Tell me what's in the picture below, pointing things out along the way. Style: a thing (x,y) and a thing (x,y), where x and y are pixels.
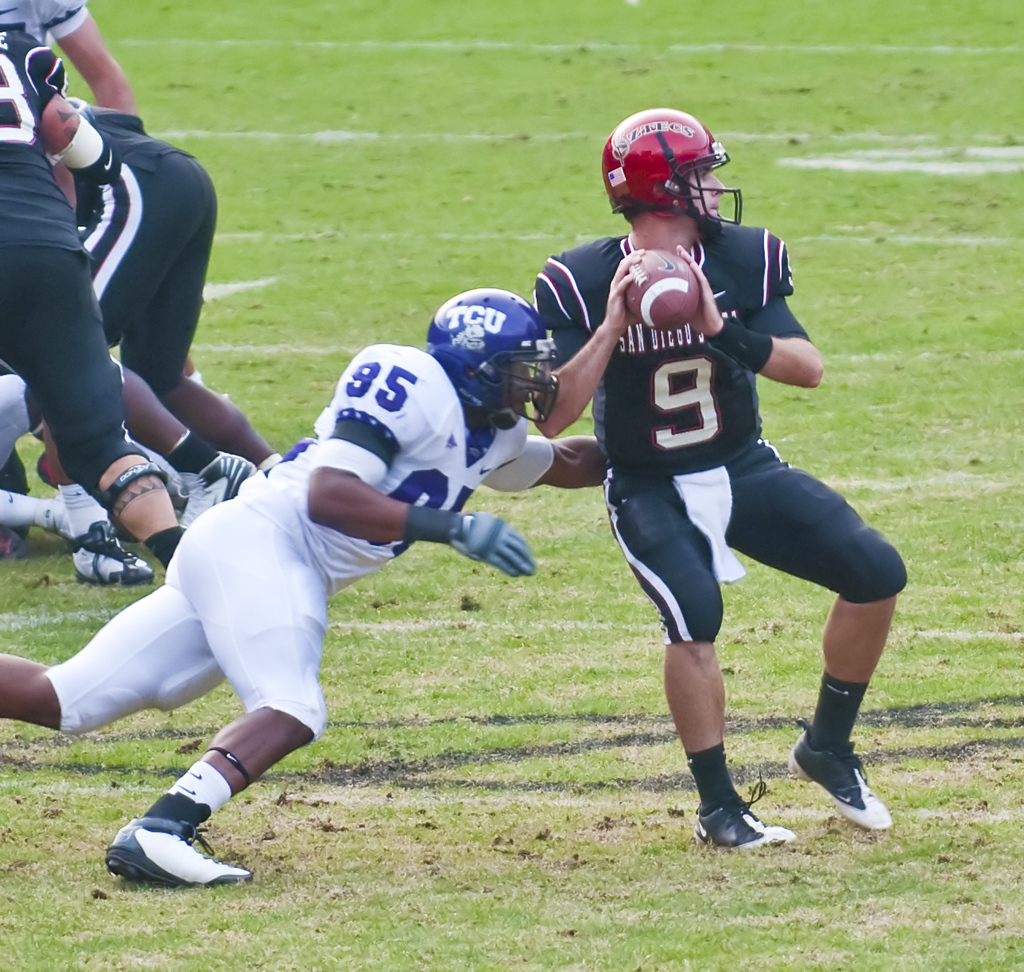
In this image we can see persons (191,196) on the ground (556,831) and one of them is holding a ball (686,289) in the hands (706,290).
